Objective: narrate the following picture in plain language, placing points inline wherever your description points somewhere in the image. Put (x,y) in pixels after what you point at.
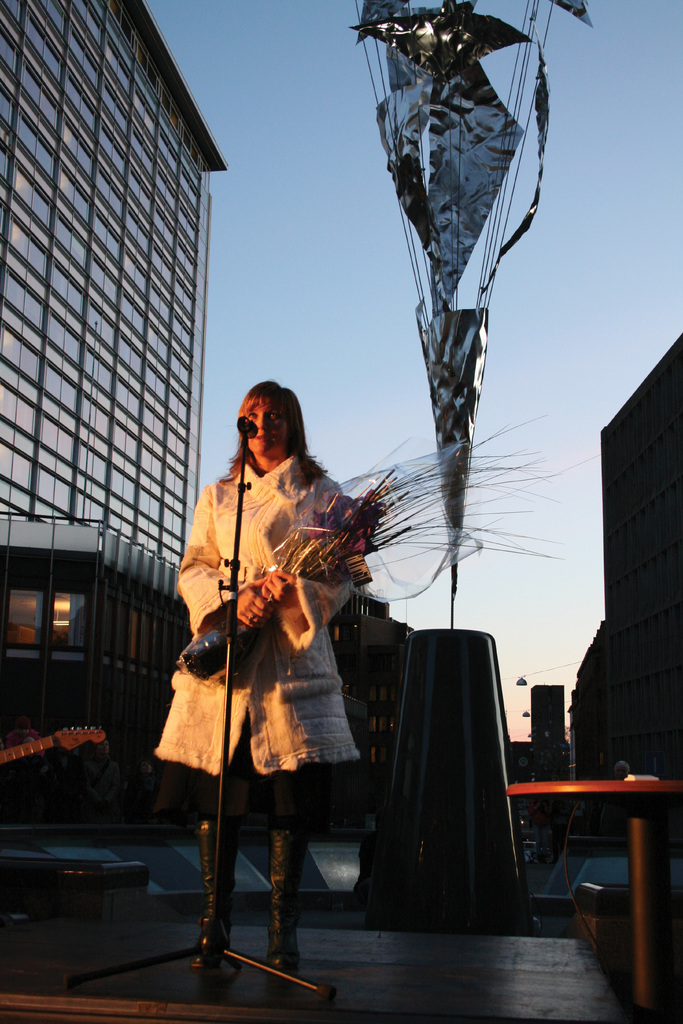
In this image we can see one woman (296,746) standing on a stage (177,943), holding a flowers bouquet (327,496) and singing. There are some buildings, one object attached to the pillar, some objects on the surface (25,961), one musical instrument (24,746), one microphone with stand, some objects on the table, left side (159,94) one big glass building (140,612), some objects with wires (549,669) and at the top (410,305) there is the sky (448,608).
